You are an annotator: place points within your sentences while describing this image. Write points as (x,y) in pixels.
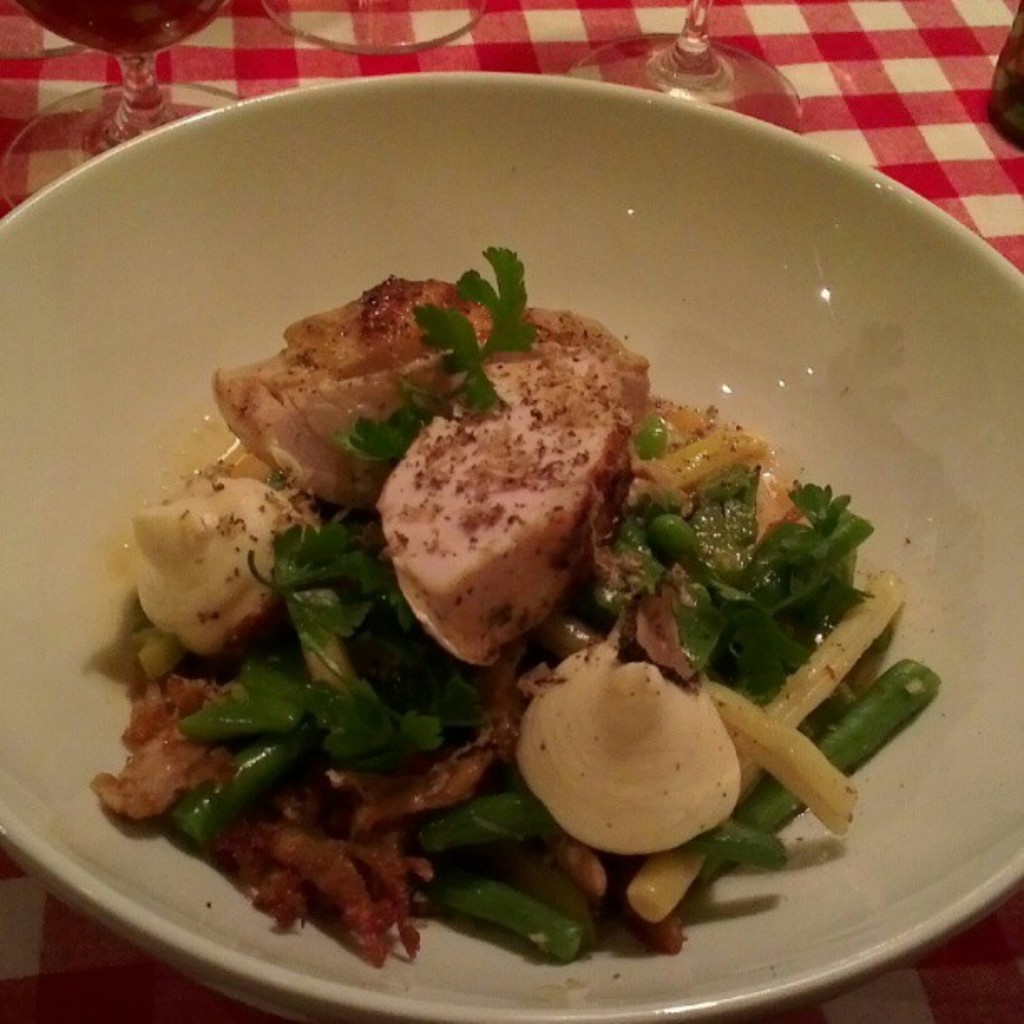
In this picture we can see a bowl (105,420) with food (319,442) in it and glasses (663,44) on a cloth (883,122).
